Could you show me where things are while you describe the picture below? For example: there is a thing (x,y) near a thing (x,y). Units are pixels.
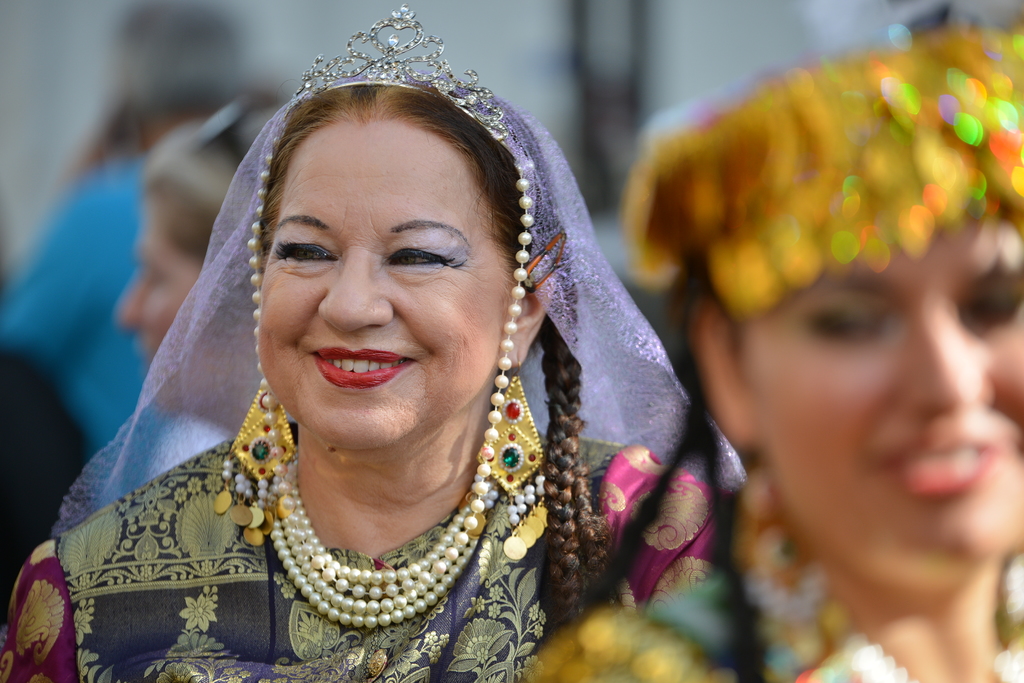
In this image women (371,324) are smiling. These women (417,358) are wearing jewellery (467,501), necklace (328,566) and other ornaments (764,229). The background of the image (448,54) is blurred.
